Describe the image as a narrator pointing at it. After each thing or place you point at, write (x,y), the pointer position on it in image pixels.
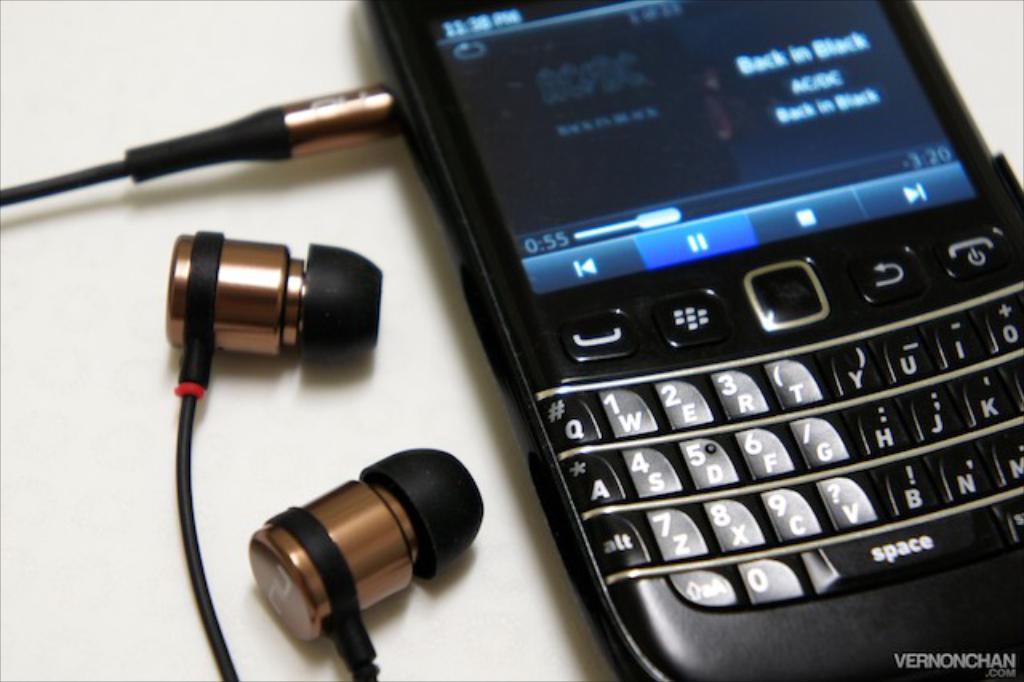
In this image I can see a black colour cell phone (641,300) on the right side (1005,432) and on the left side of this image (317,630) I can see an earphone (449,527). I can also see a watermark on the bottom right side of this image (992,666).
